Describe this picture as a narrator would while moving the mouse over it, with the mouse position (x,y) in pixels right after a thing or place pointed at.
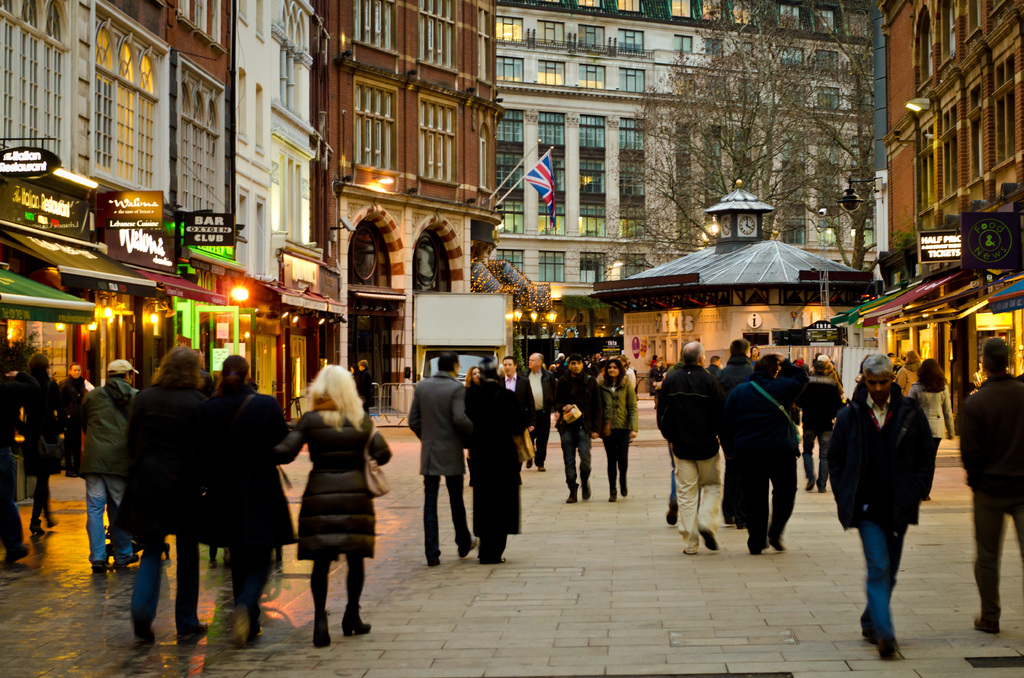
In this image, we can see a group of people (996,599). Few people (515,463) are walking and standing on the platform (695,616). Background (965,337) we can see so many buildings (326,327) with walls (908,195), windows (432,170). Here we can see few shops (55,343), banners (159,245), hoardings (122,224), lights (526,326), clocks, flag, trees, boards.
